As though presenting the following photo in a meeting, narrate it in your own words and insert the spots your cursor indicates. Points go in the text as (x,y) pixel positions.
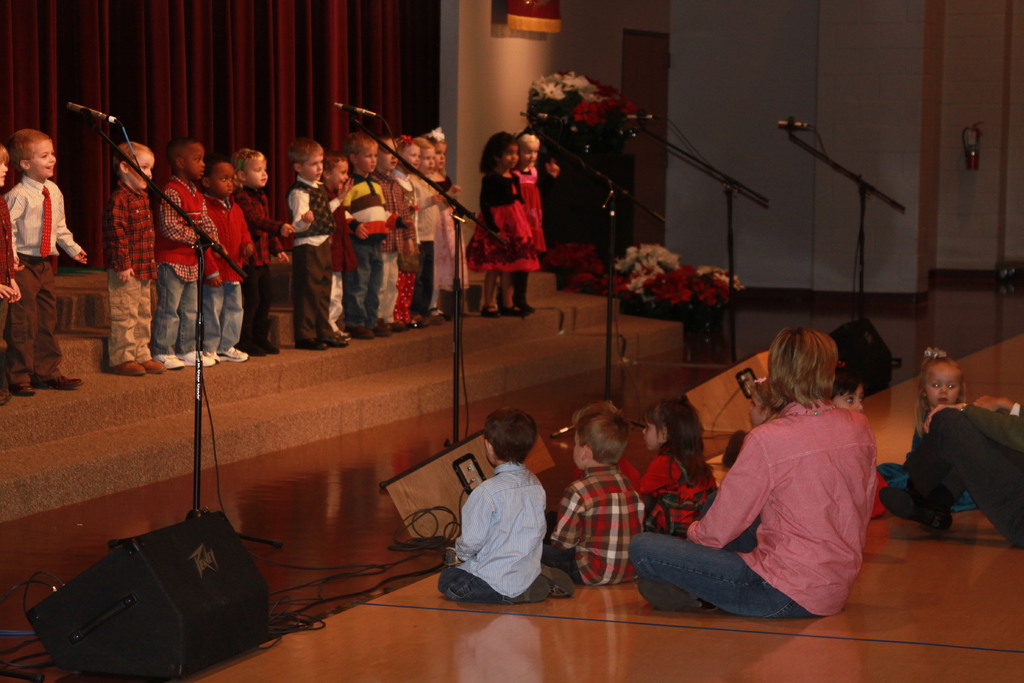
This image consists of many children (63,222) on the dais (123,392). And there are mics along with mic stands (608,177). At the bottom (213,589), there are speakers (78,641). In the background (333,73), there is a curtain (424,67), along with a wall (908,133) and plants (608,129).
